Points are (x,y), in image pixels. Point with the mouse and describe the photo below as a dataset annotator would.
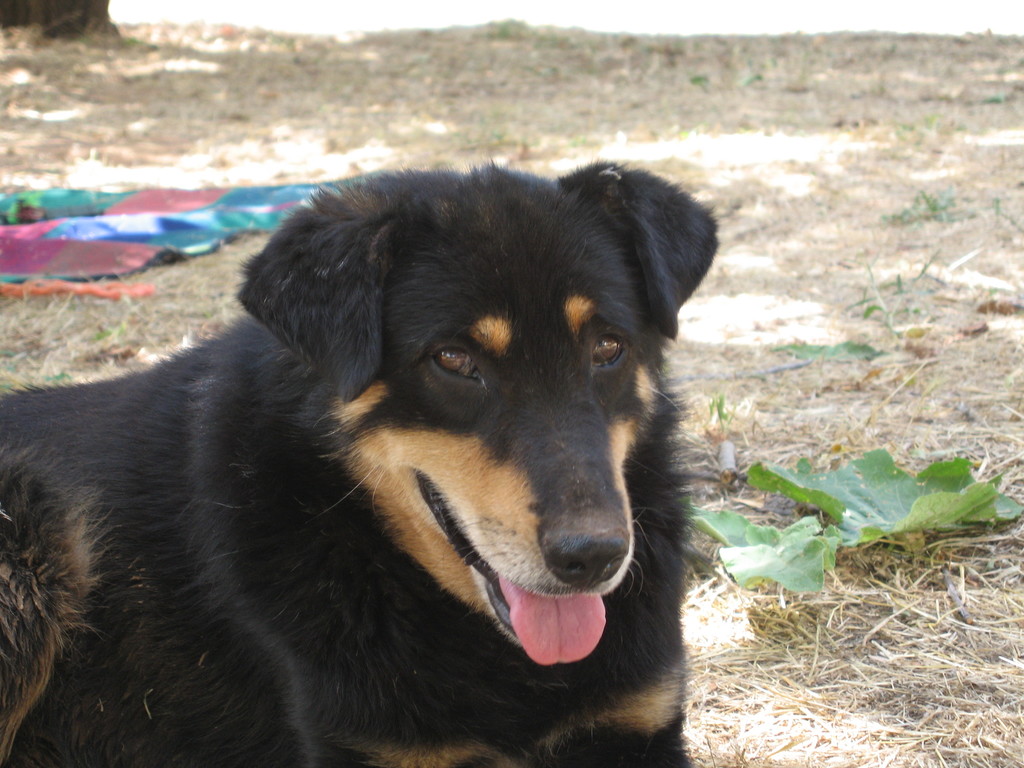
In this picture we can see objects (41,283) on the ground (828,153) and we can see the green leaves (897,522), dried grass (985,534). This picture is mainly highlighted with a dog (342,701).
